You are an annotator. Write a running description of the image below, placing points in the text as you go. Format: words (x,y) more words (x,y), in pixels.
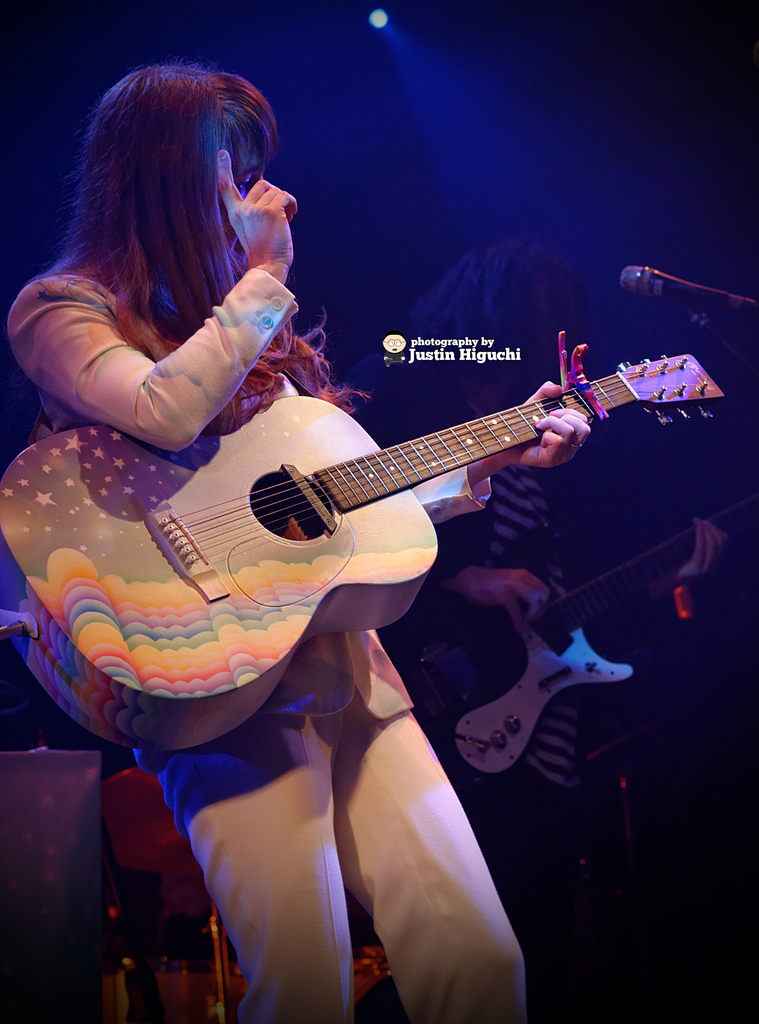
There is a woman (165,407) standing here, with a guitar (311,610) in her hand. In the background (402,432) there is another one who is holding a guitar (482,708) in front of a microphone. There is a light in the background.
